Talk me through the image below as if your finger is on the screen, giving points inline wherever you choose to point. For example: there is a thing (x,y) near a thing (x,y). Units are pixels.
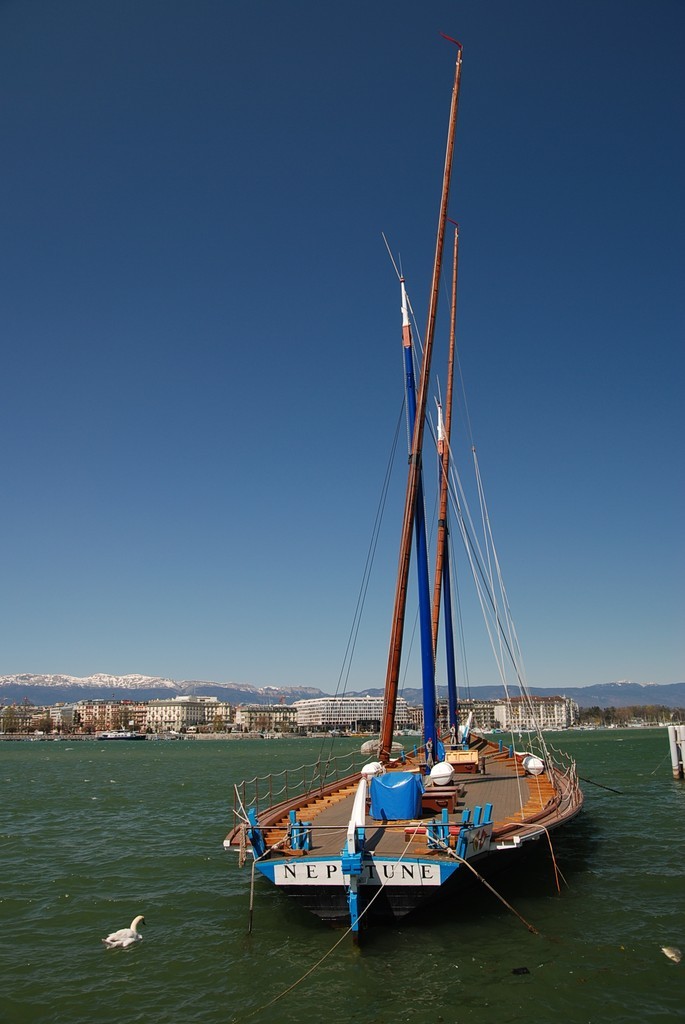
In this image there is the sky (186,673), there are mountains (61,677), there are buildings (265,707), there are buildings (27,719) truncated towards the left of the image (27,709), there is sea (214,876), there is a bird (116,939), there is a ship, there is an object (673,758) truncated towards the right of the image (671,729).
